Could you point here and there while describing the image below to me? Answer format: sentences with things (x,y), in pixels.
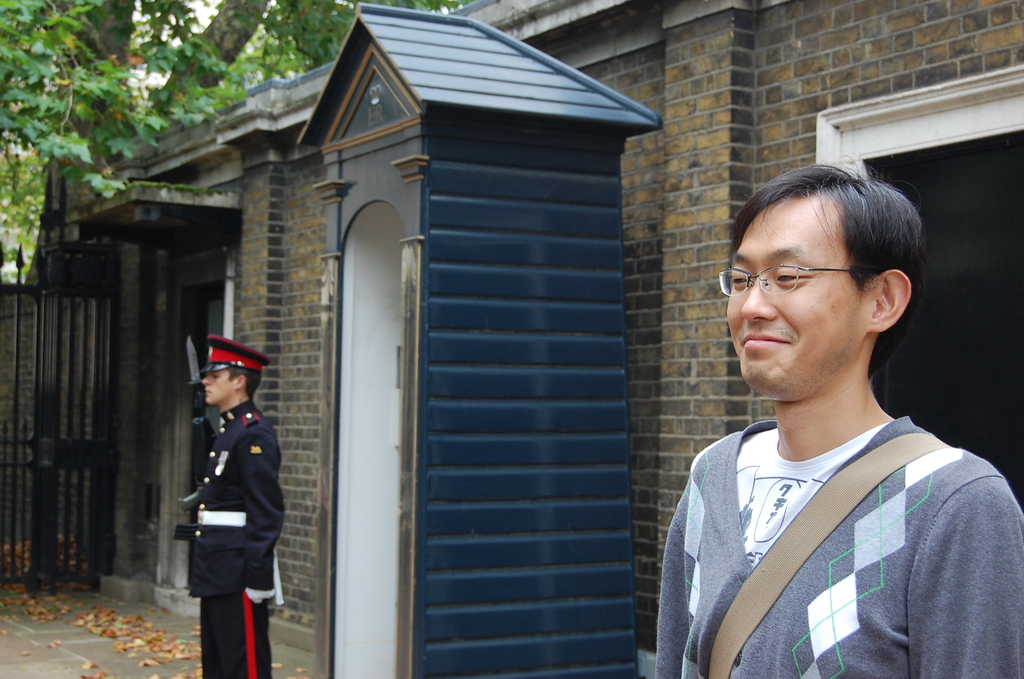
In this image we can see two persons (711,556) standing near the building (298,557), a person (242,513) is wearing uniform (242,463) and holding a gun (194,518) and there are leaves (107,622) on the floor (73,633), there is a railing (55,322) and trees (95,85) beside the building (356,55).
